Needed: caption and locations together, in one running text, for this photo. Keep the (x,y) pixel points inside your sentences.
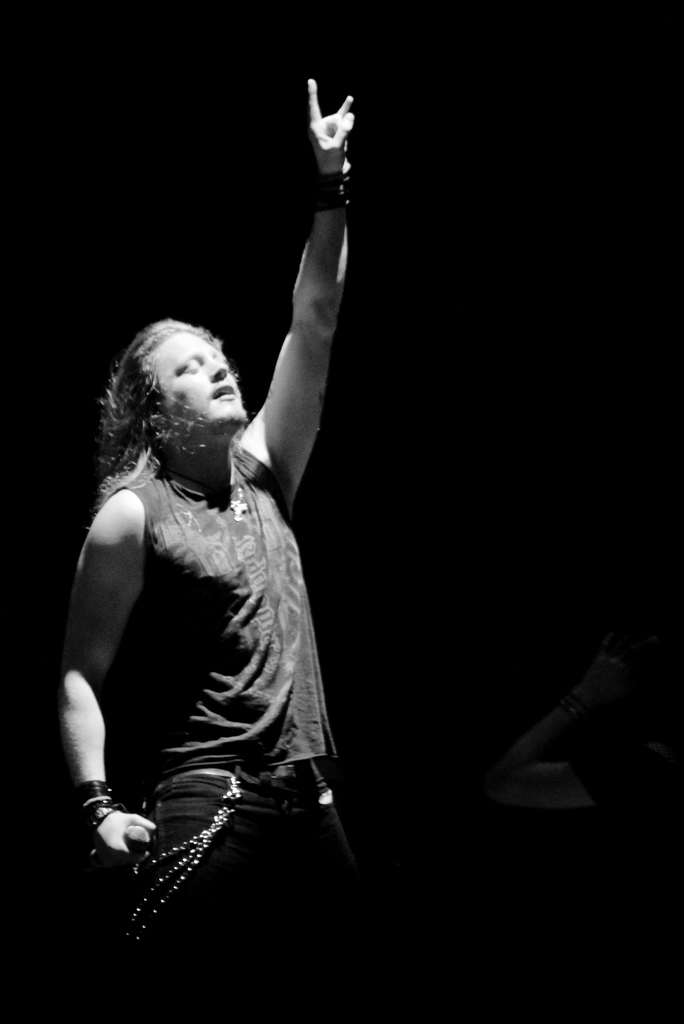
In this image on the left (217,549), there is a man (206,468), he wears a t shirt (230,646), trouser (210,846), he is singing. The background (376,603) is dark.
